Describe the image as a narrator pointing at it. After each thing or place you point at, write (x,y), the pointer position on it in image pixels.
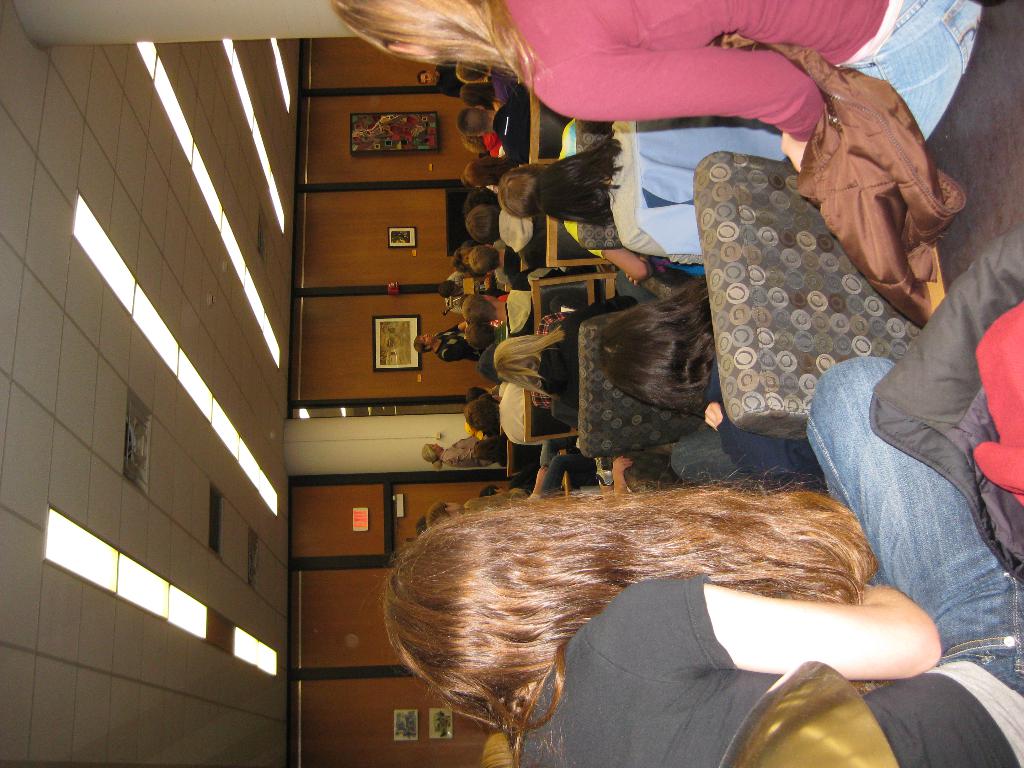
This is a rotated image. In this image there are a few people (806,485) sitting on the chairs (623,430), in front of them there are a few people (459,328) standing. In the background of the image (402,369) there are a few frames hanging on the wall (362,237). At the top of the image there is a ceiling (176,551) with lights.
